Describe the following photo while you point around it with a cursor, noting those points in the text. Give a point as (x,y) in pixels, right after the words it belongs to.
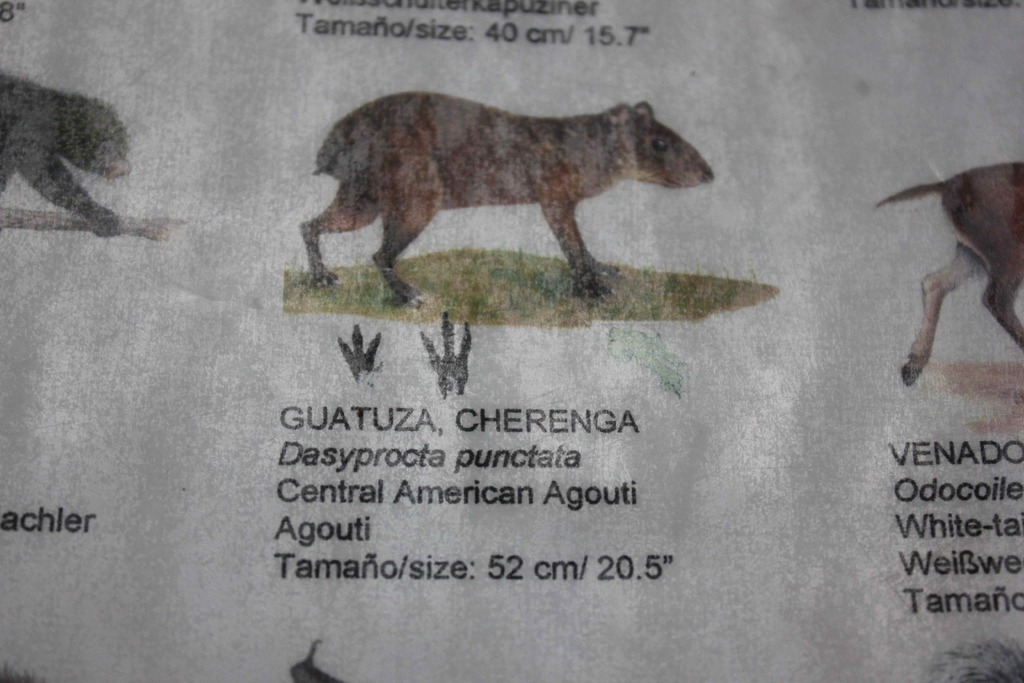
In this picture we can see a paper (820,560) here, here we can see printed images (561,187) of animals (417,153) and some text (502,570).
